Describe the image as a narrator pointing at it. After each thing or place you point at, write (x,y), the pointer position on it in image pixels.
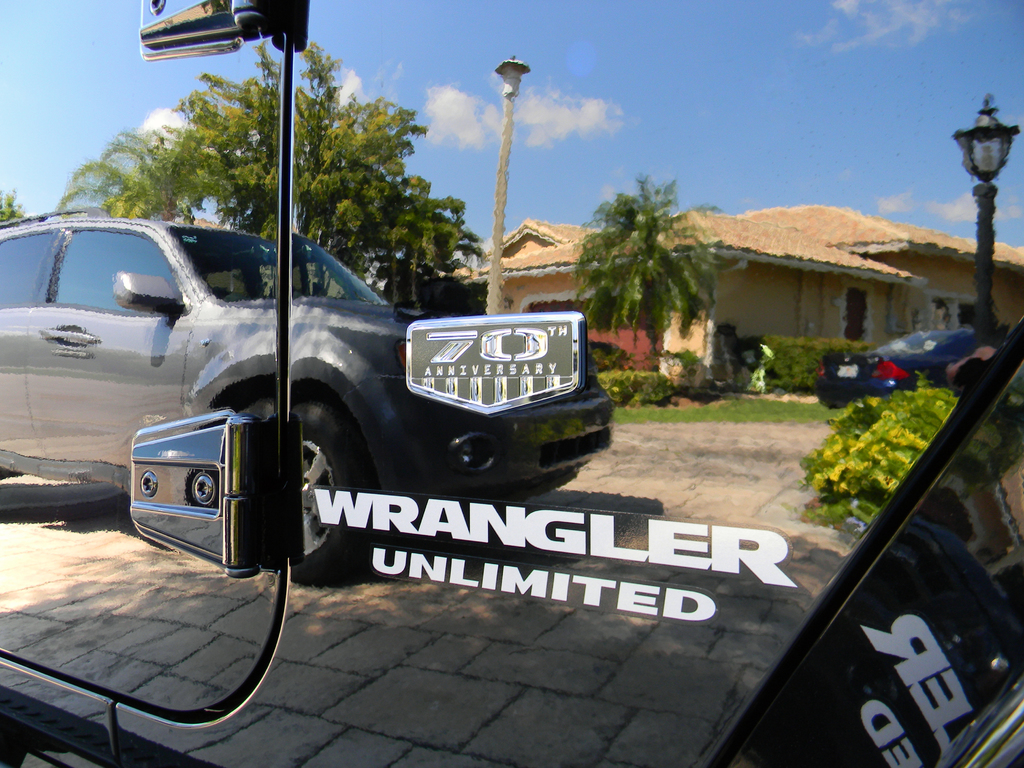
This is a car (740,358). On car (516,443) we can see the text (426,523) and reflection (384,382). In this picture we can see a building (786,267), roof (785,254), trees (607,264), cars (862,362), poles (515,110), lights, plants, grass (789,412), ground (737,454), road (626,511) and clouds (937,5) are present in the sky (901,45).
